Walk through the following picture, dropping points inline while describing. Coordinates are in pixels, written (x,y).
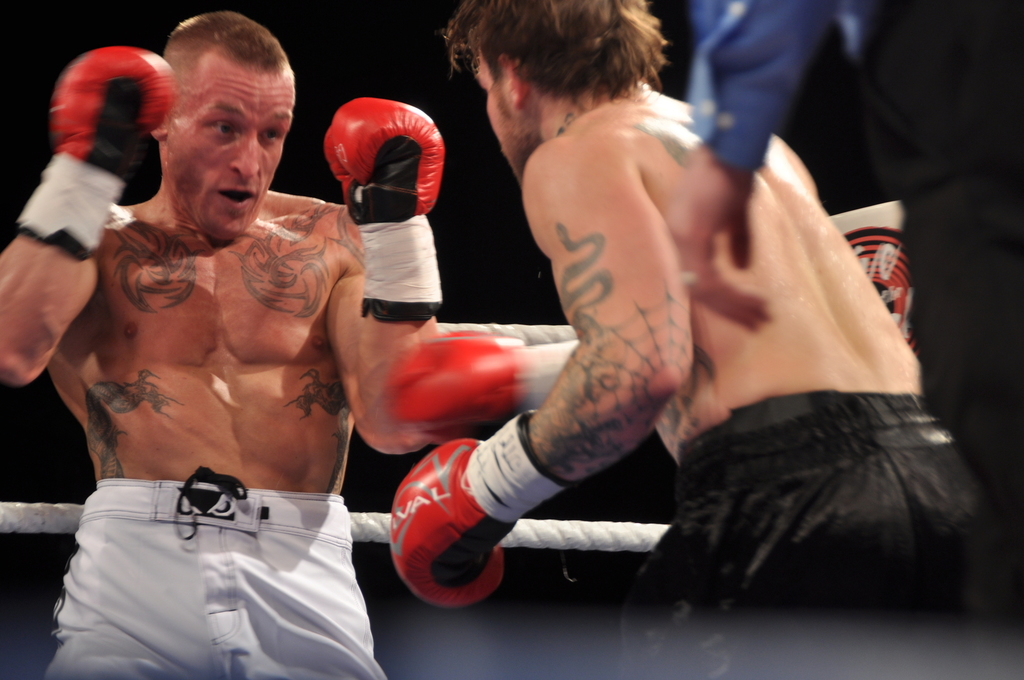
Here I can see two men (231,310) wearing shorts (301,614), gloves (426,580) to the hands (421,374) and fighting. On the right side (699,263), I can see a person's hand (734,199). At the back of these people (669,569) there is a rope (556,536). The background (482,167) is in black color.
